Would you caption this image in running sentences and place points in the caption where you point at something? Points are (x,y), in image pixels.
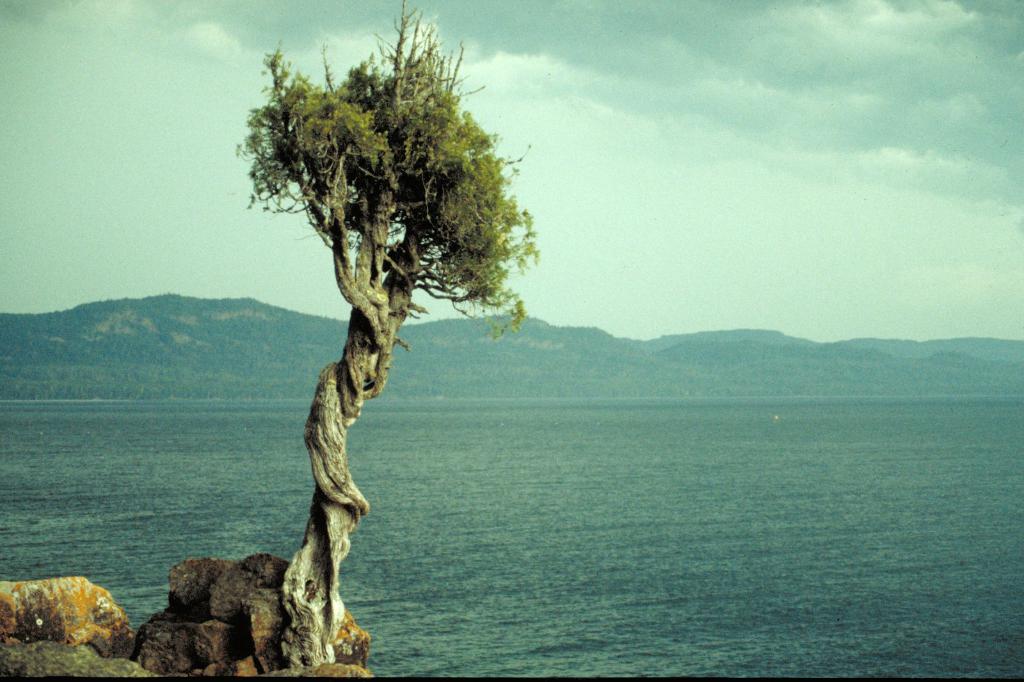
In this image in the foreground (393,290) there is one tree (378,177), at the bottom (187,609) there are some rocks (197,639). And in the center (453,451) there is a river (834,473), in the background (607,373) there are mountains (430,349). At the top (86,154) there is sky (683,185).
